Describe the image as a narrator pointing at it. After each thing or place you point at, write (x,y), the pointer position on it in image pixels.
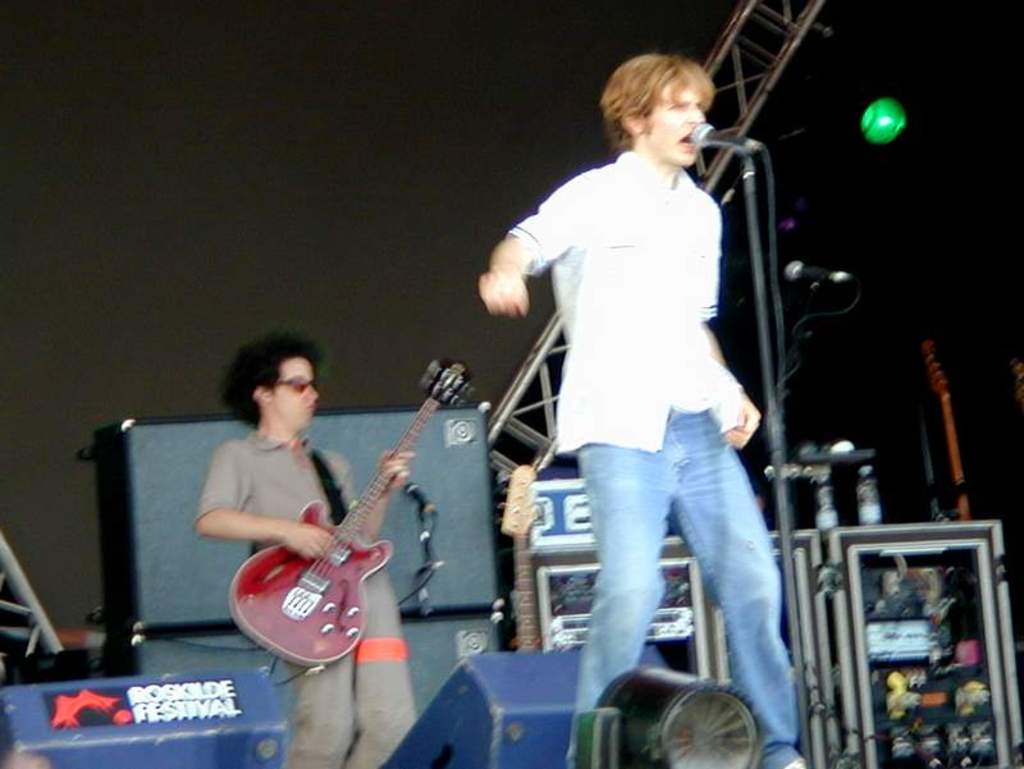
There are two people (378,627) standing. One person (705,412) is singing a song and the other person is playing guitar (338,594). This is a mike (711,129) with the mike stand (793,629). At background (818,609) I can see some devices (933,600) placed. This looks like stage show where two men (592,489) are performing.
